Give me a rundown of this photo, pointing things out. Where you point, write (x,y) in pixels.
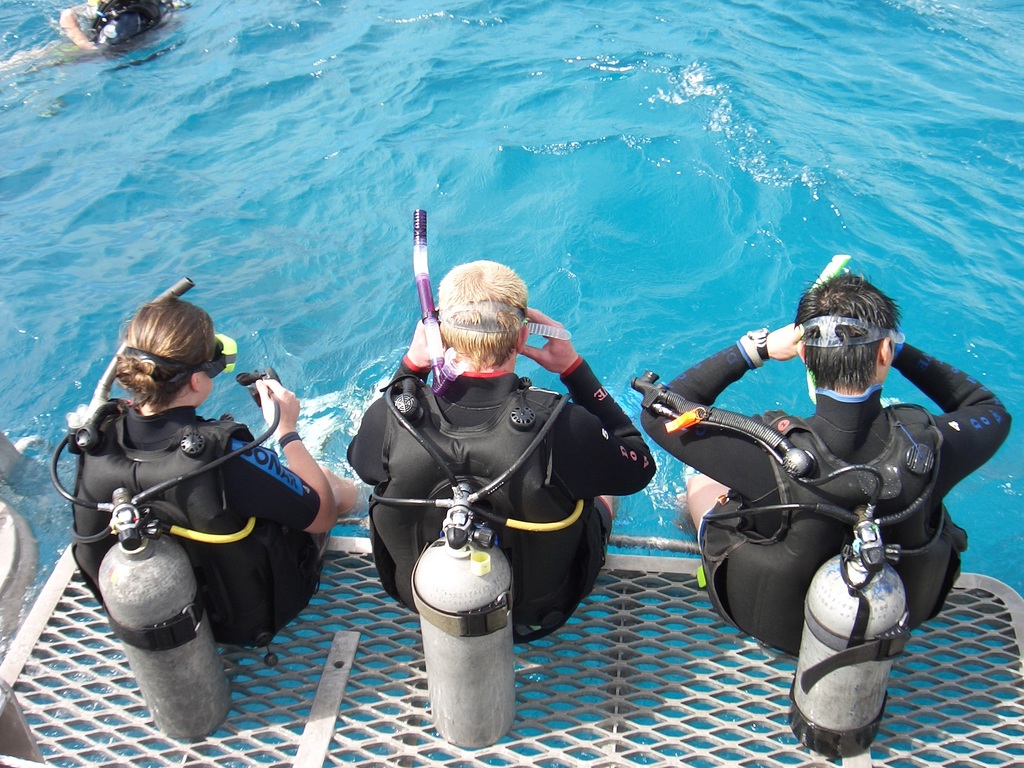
In this image we can see one sea (217,122), one person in the water (51,338), some objects (122,602) are on the surface (74,566), three people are sitting in the ship (108,735) and holding some objects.
